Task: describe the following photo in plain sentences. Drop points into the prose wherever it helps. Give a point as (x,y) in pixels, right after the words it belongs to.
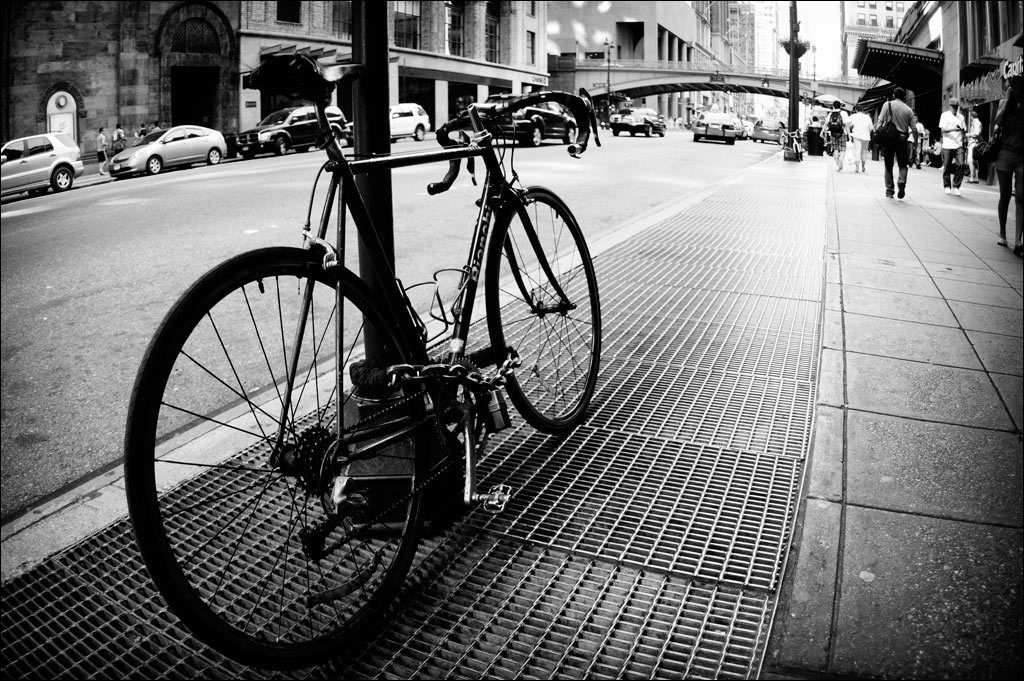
This is a black and white picture. Here we can see a bicycle (427,402), cars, poles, bridge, and few people (1021,88). In the background (597,35) there are buildings (898,78).
